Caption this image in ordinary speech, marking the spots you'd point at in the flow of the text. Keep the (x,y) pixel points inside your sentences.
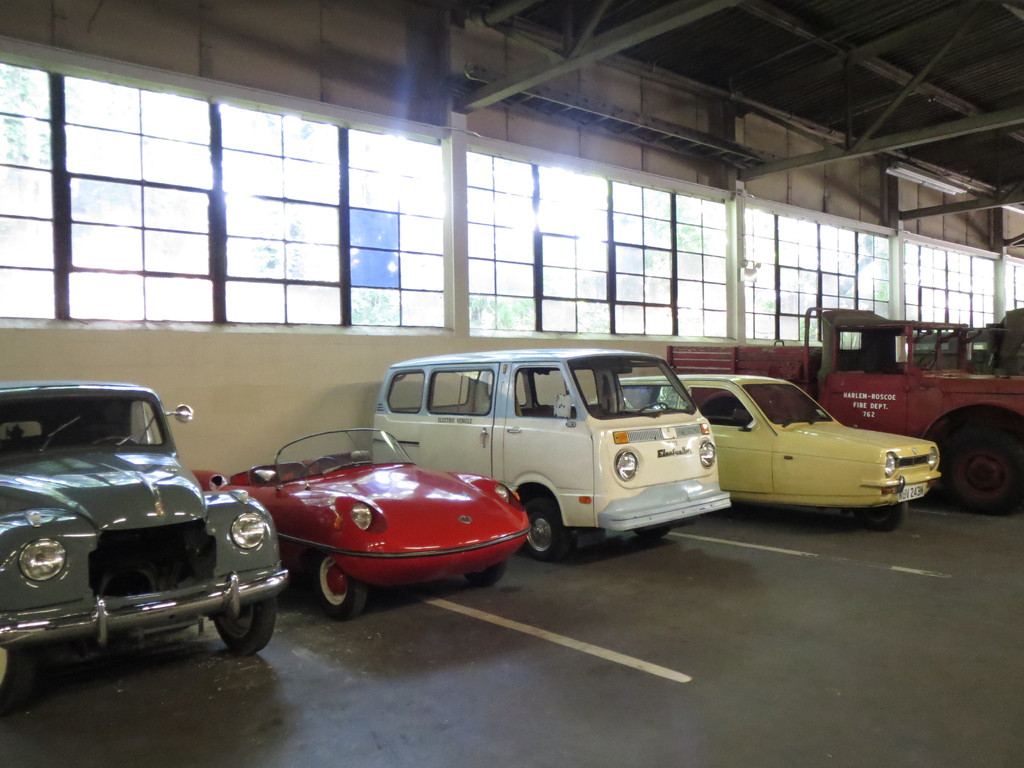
In this image in the center (490,469) there are some vehicles (378,492), and in the background (259,308) there are glass windows (398,273), wall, pillars (459,310). At the bottom (542,613) there is floor (787,549) and through the windows (565,250) i can see some trees (640,247), at the top (822,115) there is ceiling (829,124) and some poles (847,117).
